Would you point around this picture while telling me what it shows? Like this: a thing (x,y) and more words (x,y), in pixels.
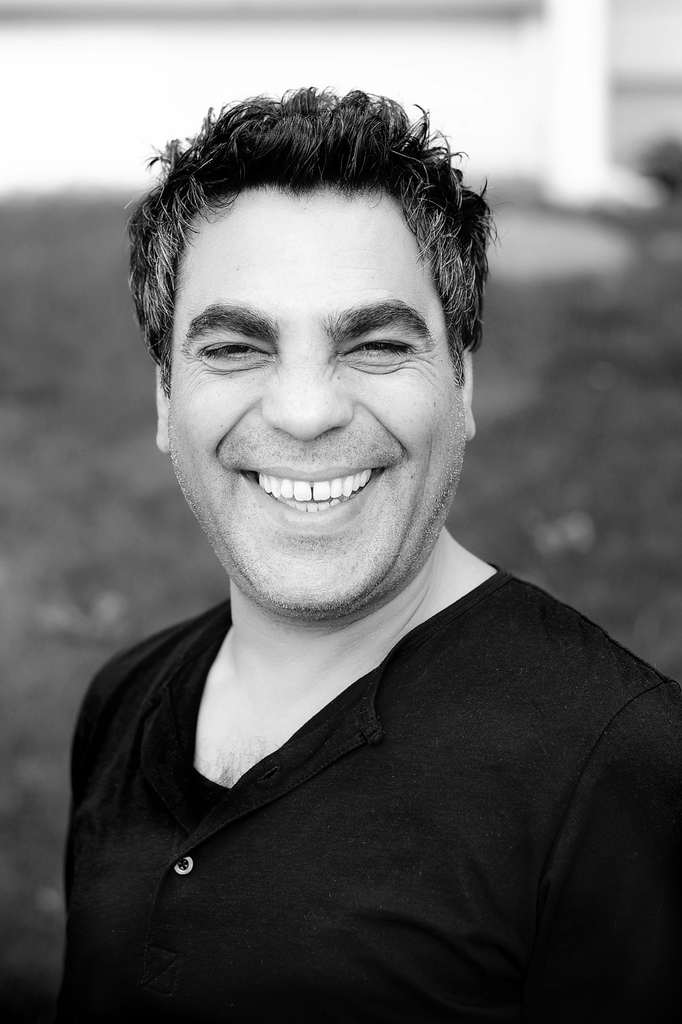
It is a black and white picture. In the front of the image (188,341) I can see a man (442,567) smiling. In the background of the image (643,500) is blurred.
